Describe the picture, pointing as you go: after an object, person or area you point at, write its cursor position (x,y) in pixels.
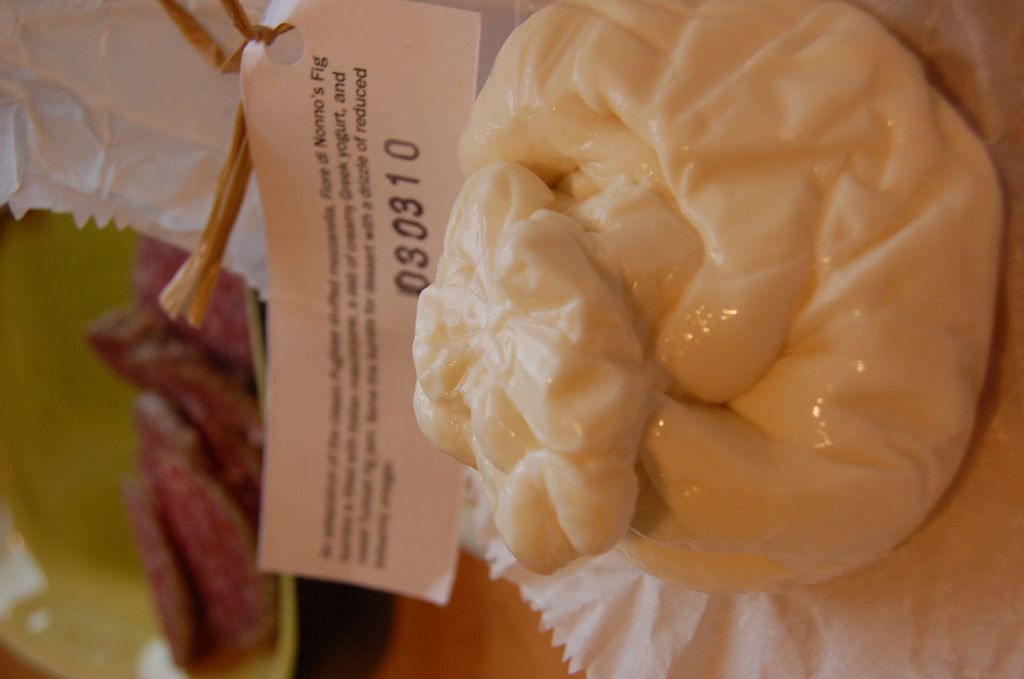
In this image I can see food (734,413) which is in cream color on the white color paper (635,583). I can also see a plate (87,383) in green color.
